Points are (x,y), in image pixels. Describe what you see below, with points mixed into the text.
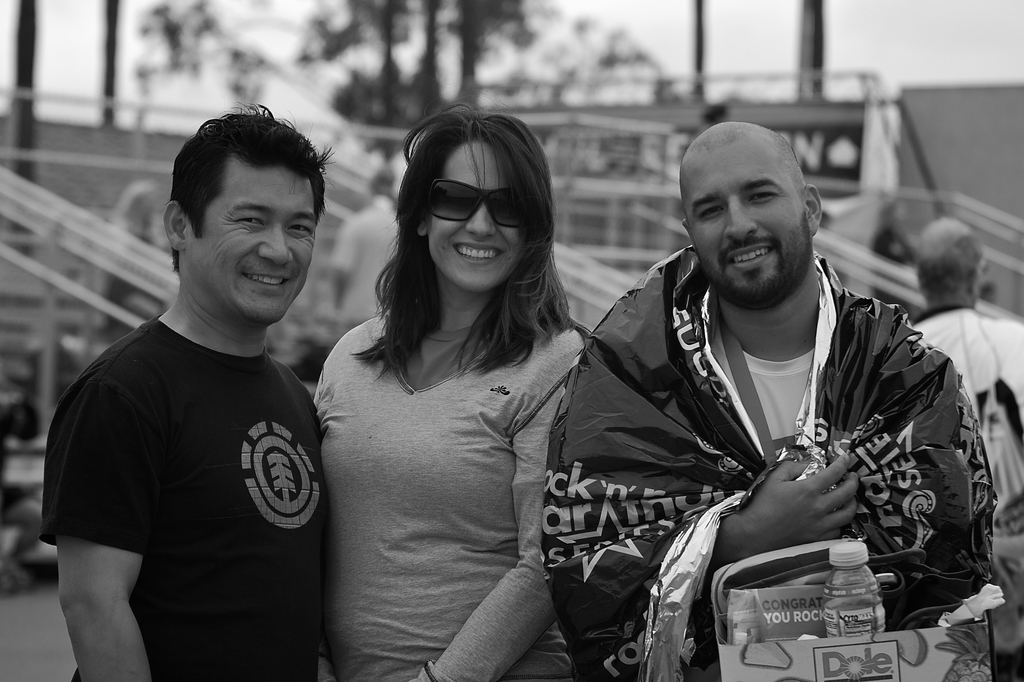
In this picture I can observe three members (417,231). All of them are smiling. Two of them are men (198,231) and one of them is a woman (477,384). She is wearing spectacles (496,204). In the background (392,248) there are some people (904,249). I can observe some trees (323,58). This is a black and white image.
